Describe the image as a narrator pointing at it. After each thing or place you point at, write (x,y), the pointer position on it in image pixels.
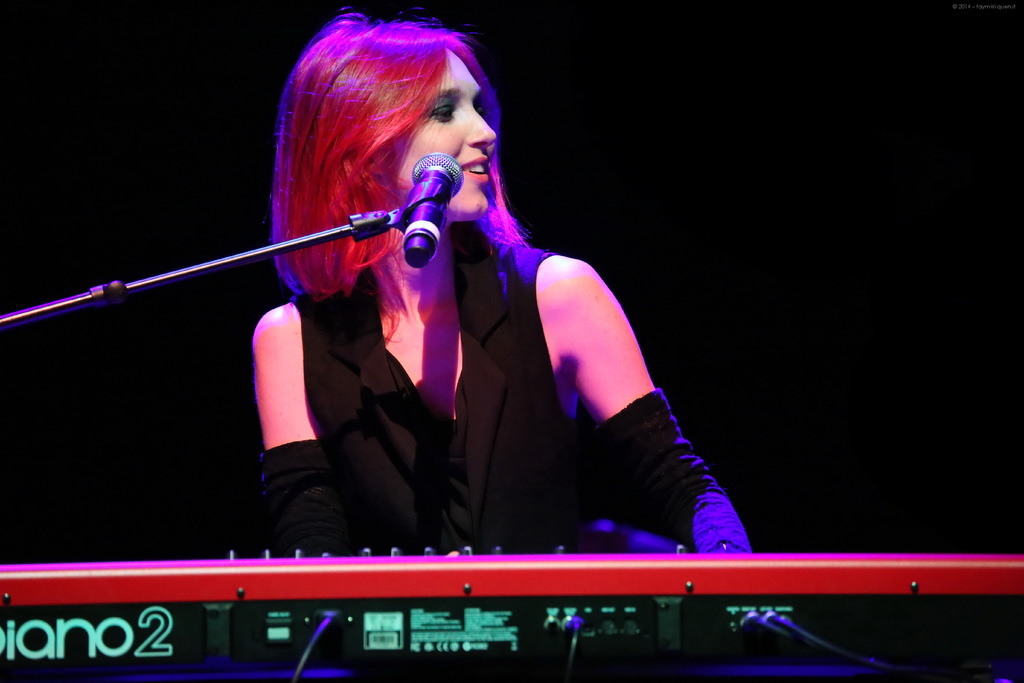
In this picture we can see the woman (526,467) wearing black top (537,456), standing in front (470,466) and playing the piano (506,623) and looking to the right side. Behind there is a dark background (712,91).
